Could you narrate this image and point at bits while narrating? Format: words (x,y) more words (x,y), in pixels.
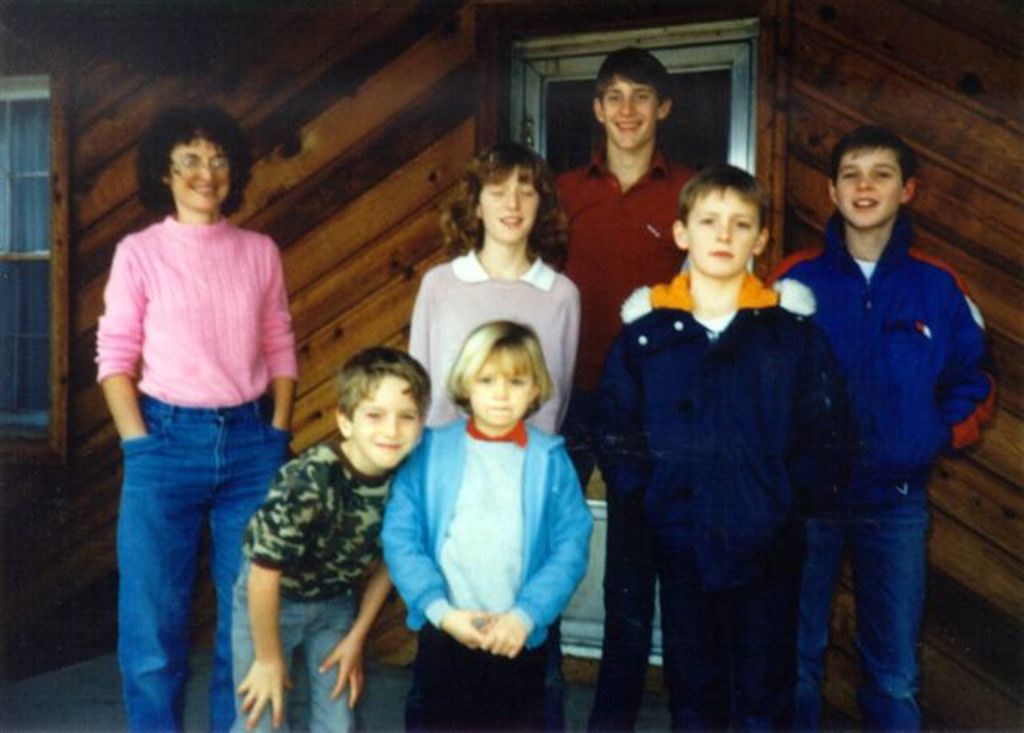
In this picture we can see a group of people (446,383) standing on the path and behind the people (380,419) there is a wooden wall (457,88) with a door (685,70) and a window (44,221).
